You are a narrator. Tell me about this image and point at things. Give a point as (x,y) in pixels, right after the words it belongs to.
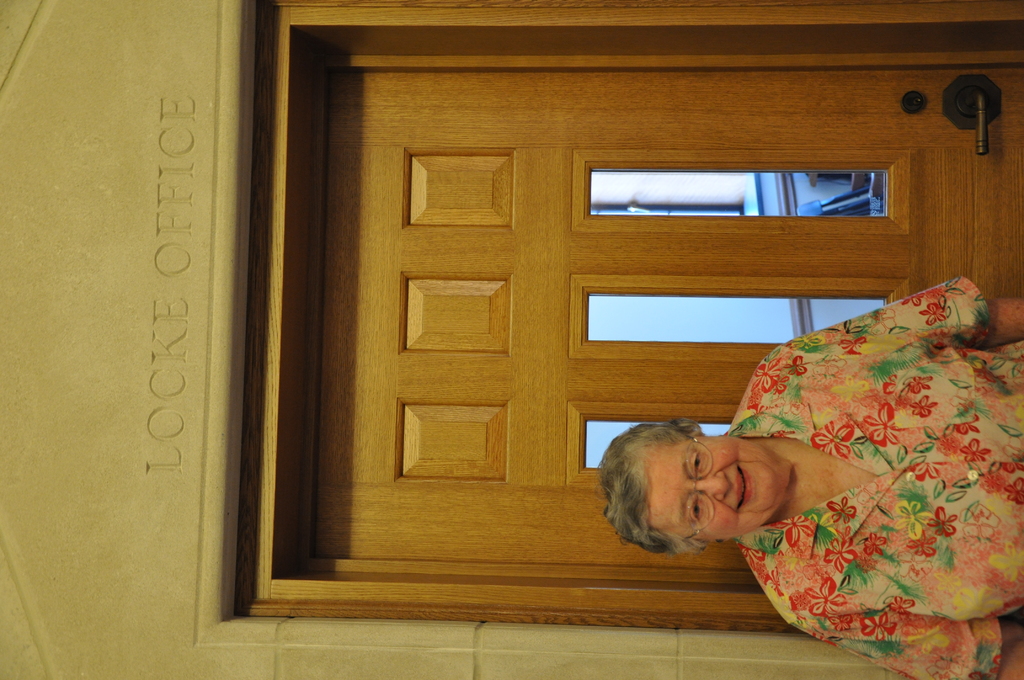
In this image there is a woman (738,512) standing in front of a closed door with a smile on her face (686,511), above the door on the wall (184,238) there is some text (175,317) engraved.
